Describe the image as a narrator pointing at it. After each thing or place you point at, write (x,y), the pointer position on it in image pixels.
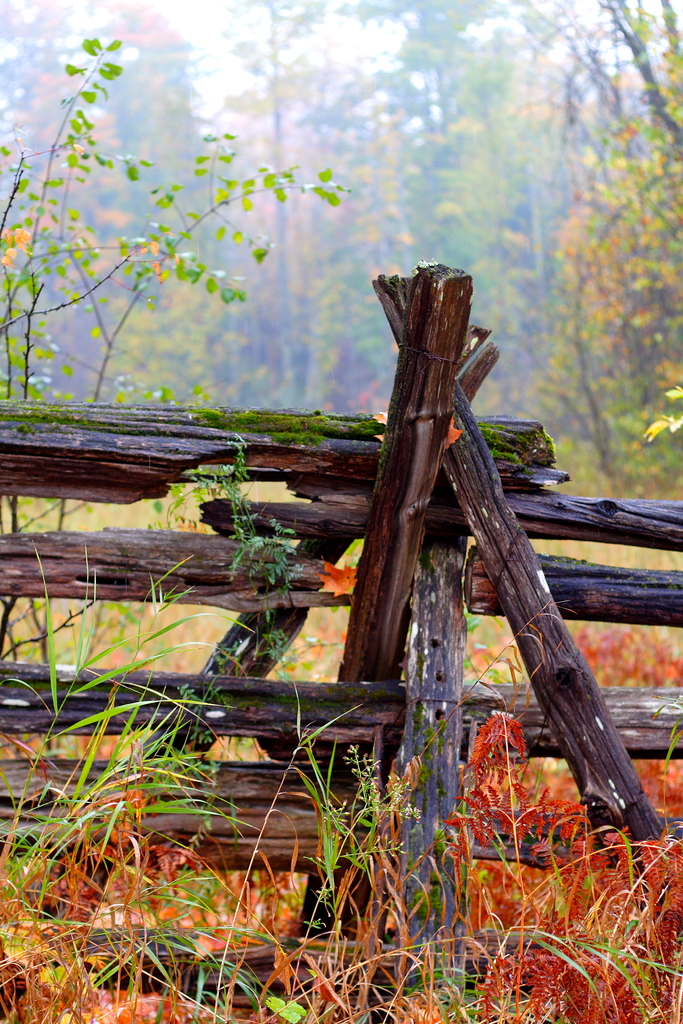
In the background (306,62) we can see the trees (600,174). In this picture we can see the wooden fence (377,445) and the plants (669,945).
